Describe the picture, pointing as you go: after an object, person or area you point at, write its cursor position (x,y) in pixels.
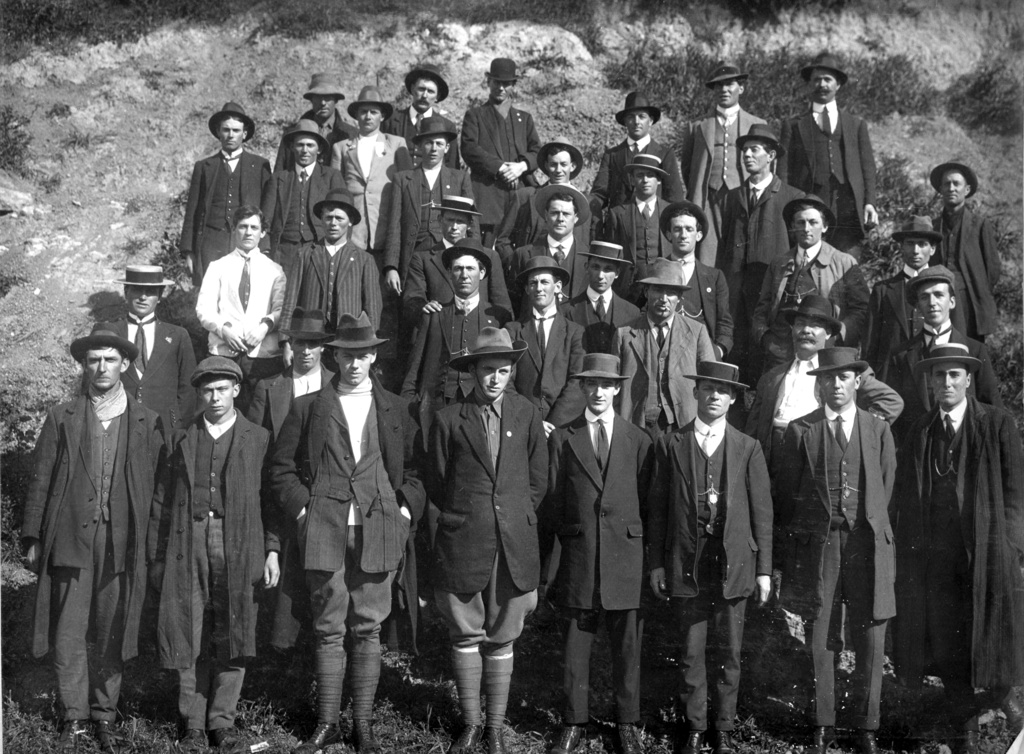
This is a black and white image, in this image there are people (800,447) standing on a slope area (395,25).
